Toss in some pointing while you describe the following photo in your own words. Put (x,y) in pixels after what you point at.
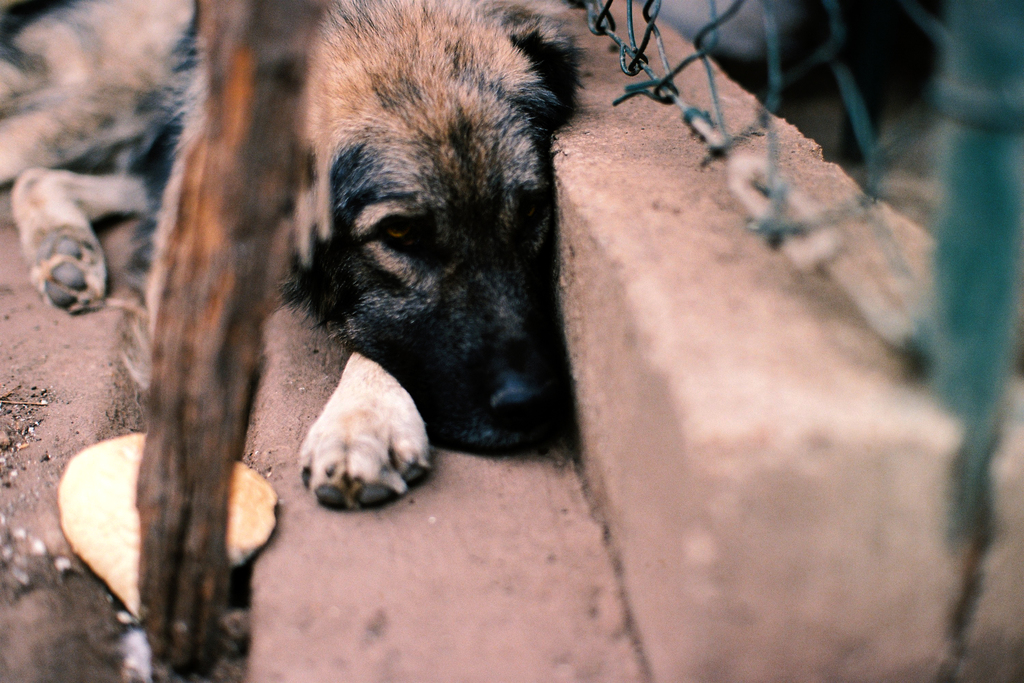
In this image there is a dog (337,124) lying on the ground (434,490). To the left (254,374) there is stick (242,207) on the ground (426,501). In the top right (787,204) there is fencing (842,43) on the wall (729,402).
